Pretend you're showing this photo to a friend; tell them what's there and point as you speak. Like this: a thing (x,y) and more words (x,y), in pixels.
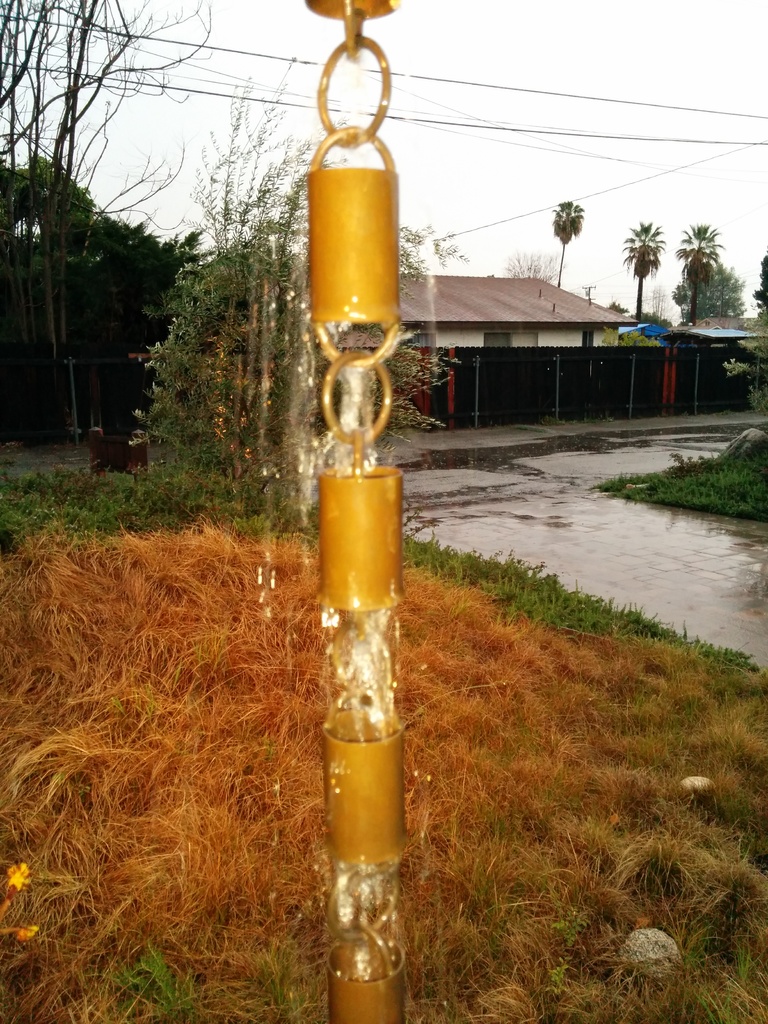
This image consists of a chain (321,545) and we can see the water (370,975). At the bottom (191,850), there is dry grass (145,798). In the background (178,249), there are trees (41,225) and houses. On the right (617,584), there is a road (734,610) and we can see the water (595,557) on the road (631,549).
